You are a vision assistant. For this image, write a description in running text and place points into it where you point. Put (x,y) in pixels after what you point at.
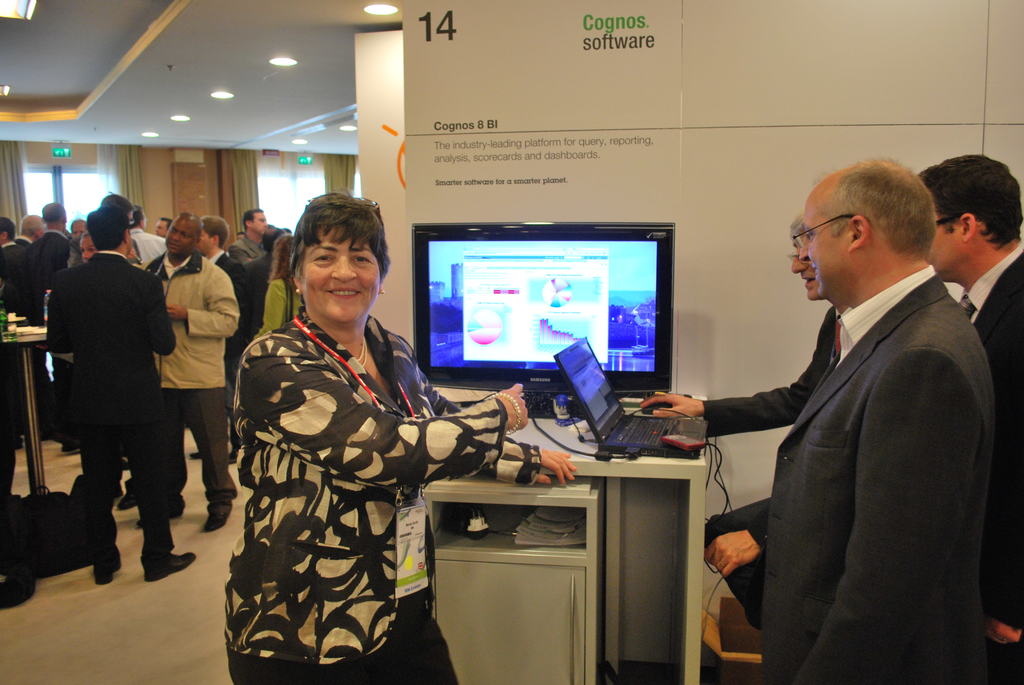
In this image there are people (303,453). In the center (539,424) there is a table (534,584) and we can see a computer (640,366), laptop (662,423) and some papers (554,539) placed on the table (592,527). On the left (43,343) there is a stand (28,343). In the background (403,216) there are boards (506,108), curtains (234,155) and lights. We can see windows (270,218).
